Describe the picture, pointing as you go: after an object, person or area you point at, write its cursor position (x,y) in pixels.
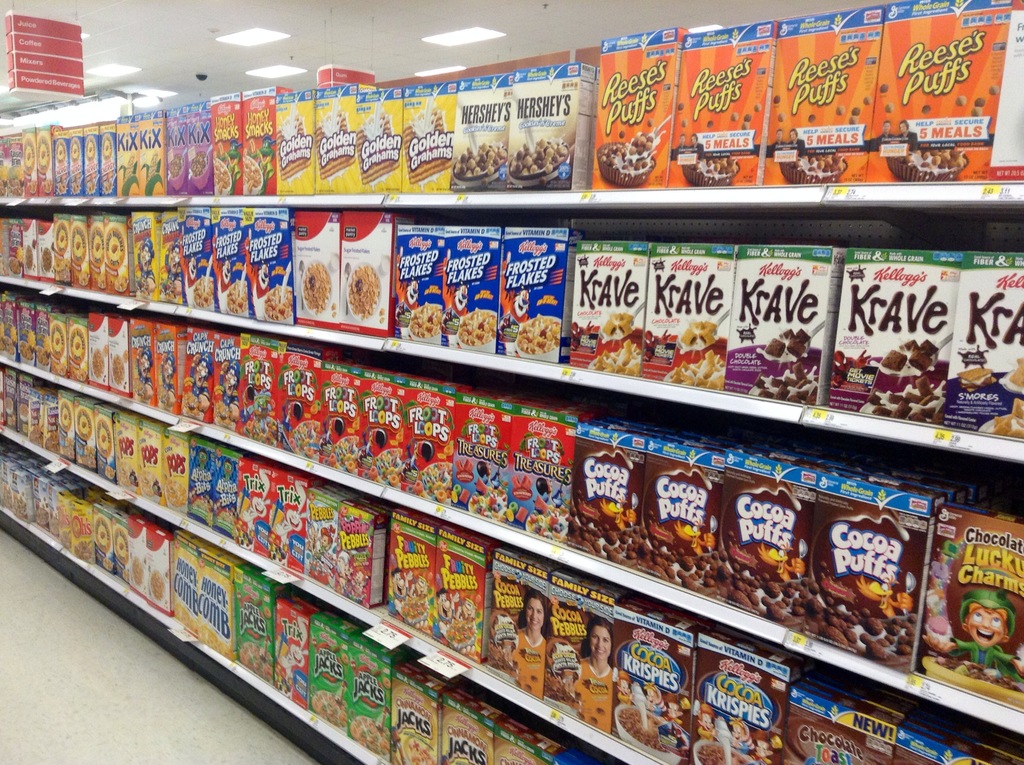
At the top (568,9) we can see the ceiling (496,43) and lights (460,43). In this picture we can see the boards (46,28). We can see different kellogg's boxes (850,315) are placed in the racks (969,437). At the bottom (91,720) we can see the floor (155,741).
